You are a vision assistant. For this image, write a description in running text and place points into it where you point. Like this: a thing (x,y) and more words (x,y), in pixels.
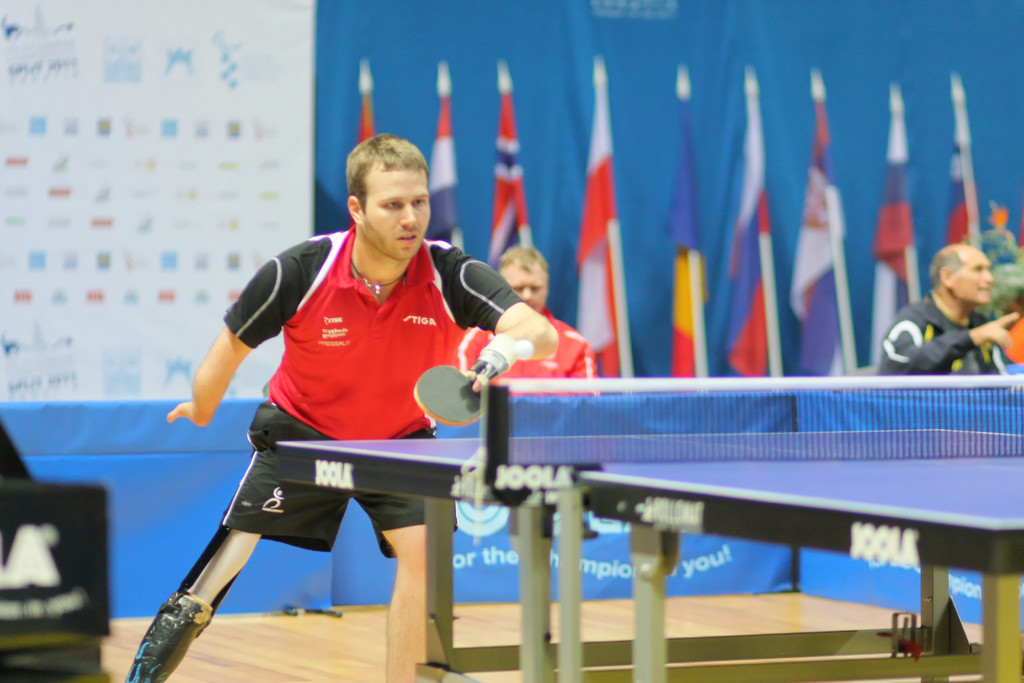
In this picture there is a person (417,366) playing table tennis with his left hand (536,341) and in the backdrop (794,246) there are two persons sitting and there are some flags (595,164).
